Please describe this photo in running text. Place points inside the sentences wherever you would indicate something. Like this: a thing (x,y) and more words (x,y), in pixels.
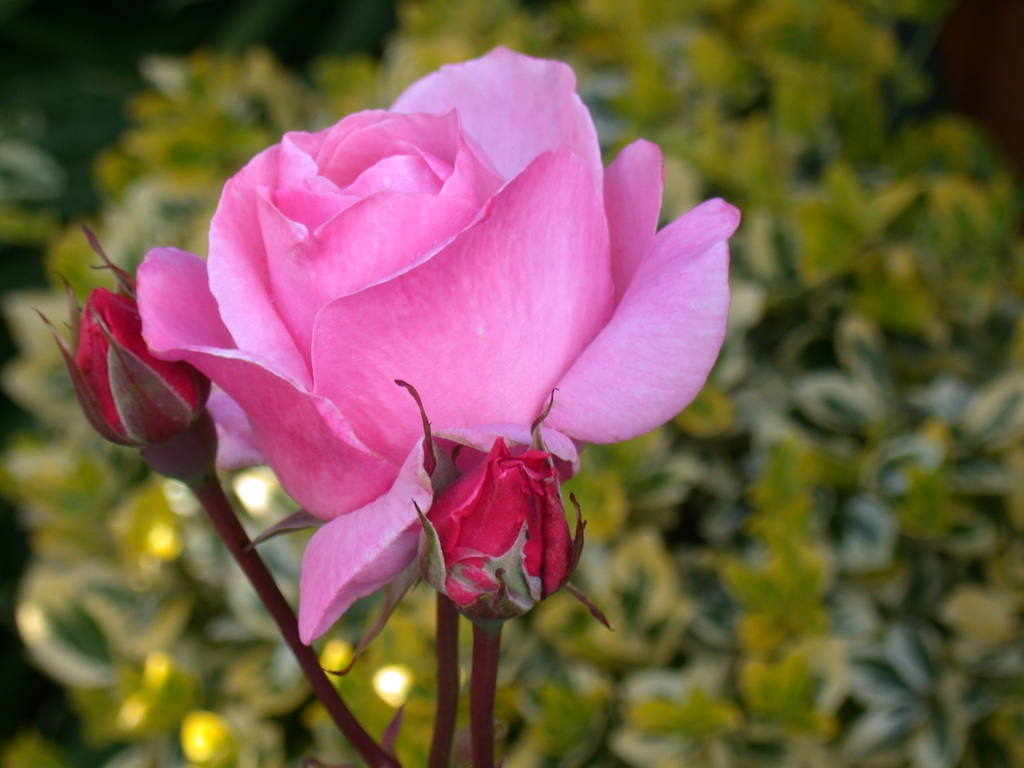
In this image I can see a rose flower (361,317) and two buds (480,538) to the stems (456,657). In the background (822,352), I can see the leaves (853,369).
